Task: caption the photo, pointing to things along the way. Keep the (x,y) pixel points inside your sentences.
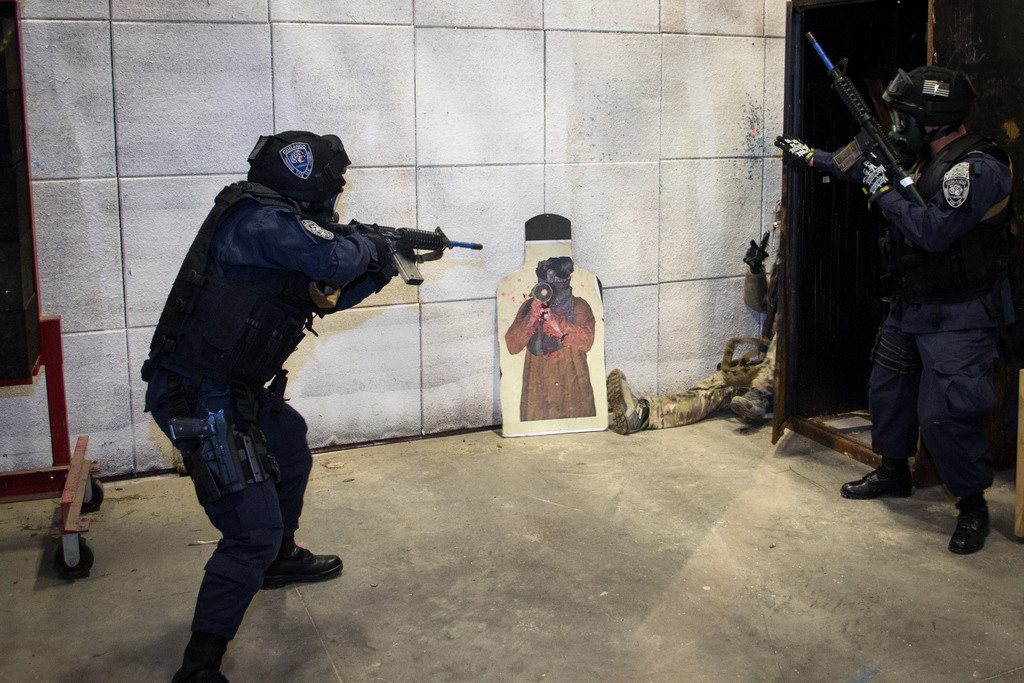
In this image on the right side (961,222) and left side (313,233) there are some persons (300,273) who are standing, and they are holding some guns (909,178) and shooting. In the center (509,352) there is one board (575,290), and in the background (247,113) there is a wall (73,264). At the bottom (438,537) there is floor (397,532). And on the right side (819,281) and left side (24,285) there are some objects (52,347).
